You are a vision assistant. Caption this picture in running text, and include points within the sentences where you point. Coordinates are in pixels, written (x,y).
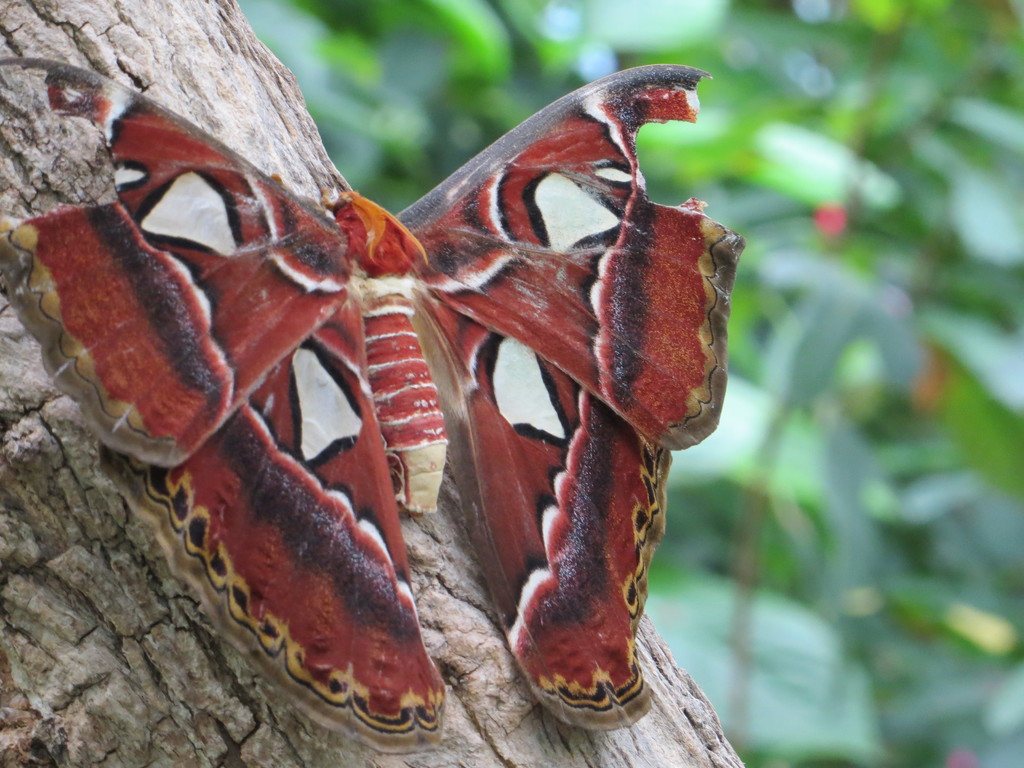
On the left side of the image (226,409) we can see a butterfly (506,557) on a tree (51,29). There is a blur background (770,744) with greenery (839,291).
